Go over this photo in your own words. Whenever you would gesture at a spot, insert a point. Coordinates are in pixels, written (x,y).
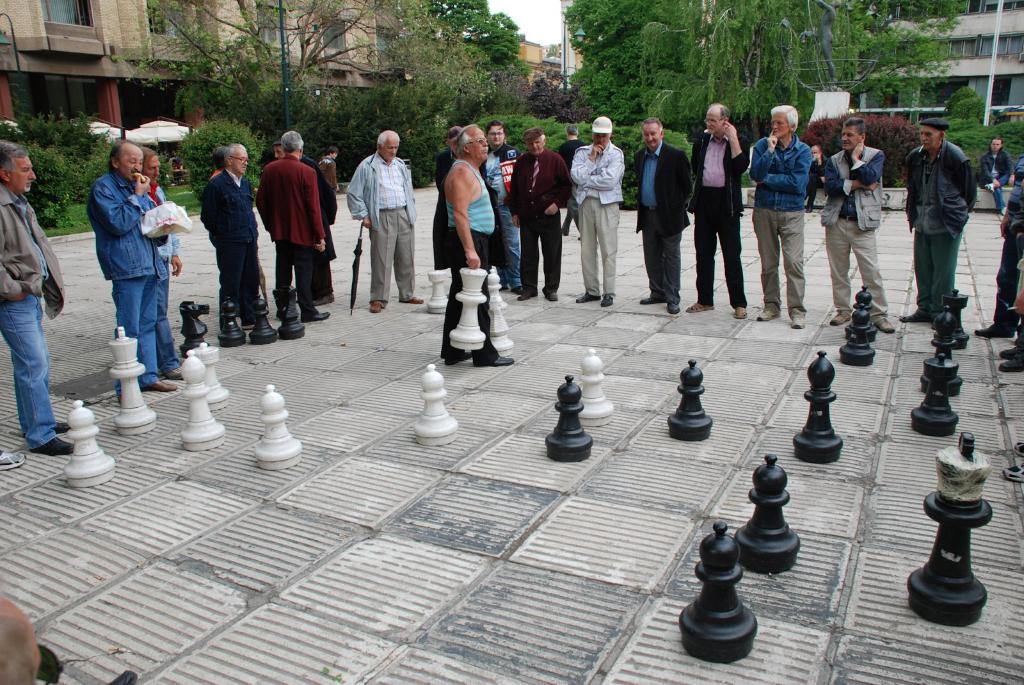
In the bottom of the image (79,465) there are chess coins (187,363). There are people (942,139) standing. At the background of the image (796,25) there are trees (463,35) and buildings (108,43).
